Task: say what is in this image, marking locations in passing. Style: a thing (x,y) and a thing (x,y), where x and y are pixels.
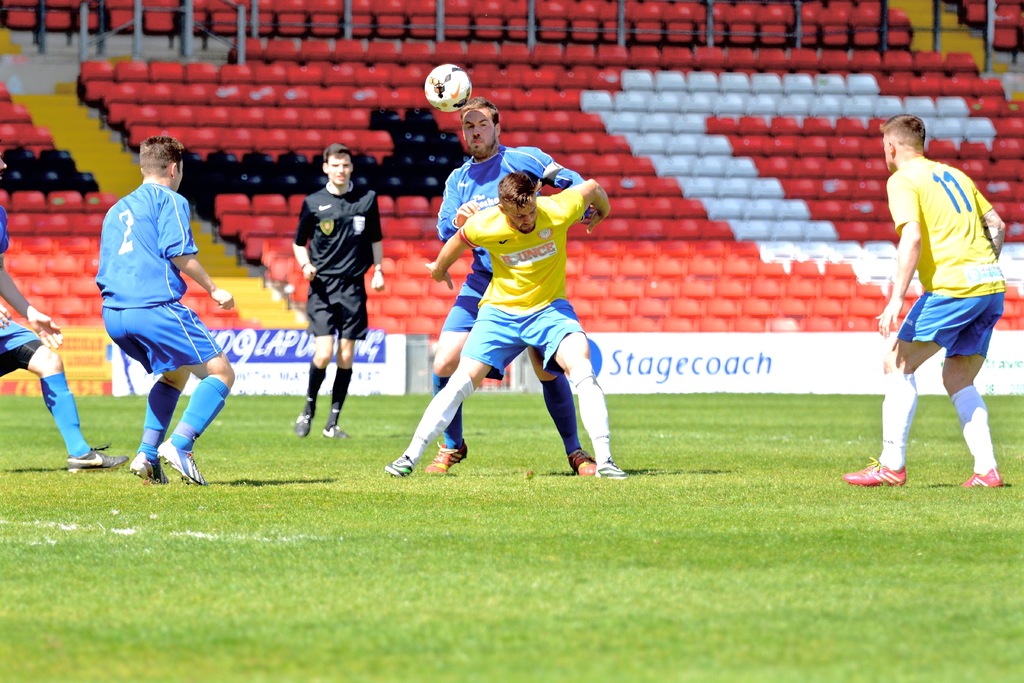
in the middle of the image (459,407) two men (560,208) are standing. Right side of the image (910,121) a man (917,139) is standing in yellow dress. Left side of the image (107,323) two men (174,143) are standing in blue dress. In the middle of the image (376,248) a man (369,223) is standing in black dress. At the bottom of the image (499,496) there is grass (518,470). At the top of the image (633,90) there is stadium (459,42).
